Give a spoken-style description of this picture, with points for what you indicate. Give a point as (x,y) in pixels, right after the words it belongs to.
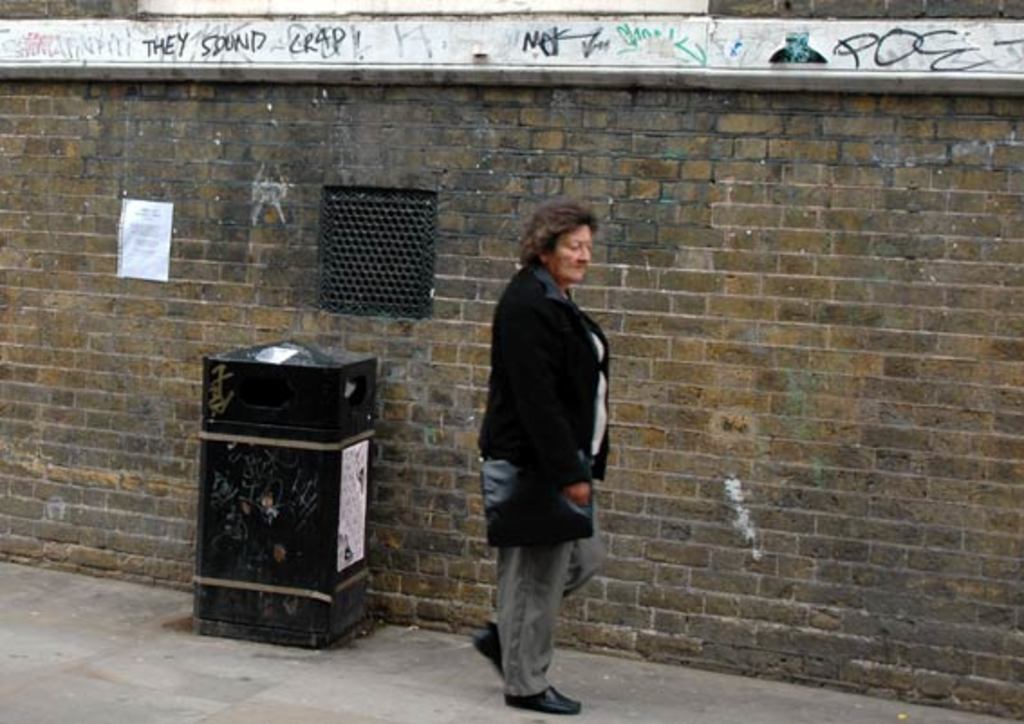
In this image we can see a woman (564,272) wearing a jacket (570,438) and trousers (544,568) and carrying bag (528,526) is walking on the ground (479,693). On the left side of the image (288,495) we can see a trash bin (357,494). In the background (748,549), we can see a wall (676,65) with some text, a poster (149,224) and a mesh (371,250).
